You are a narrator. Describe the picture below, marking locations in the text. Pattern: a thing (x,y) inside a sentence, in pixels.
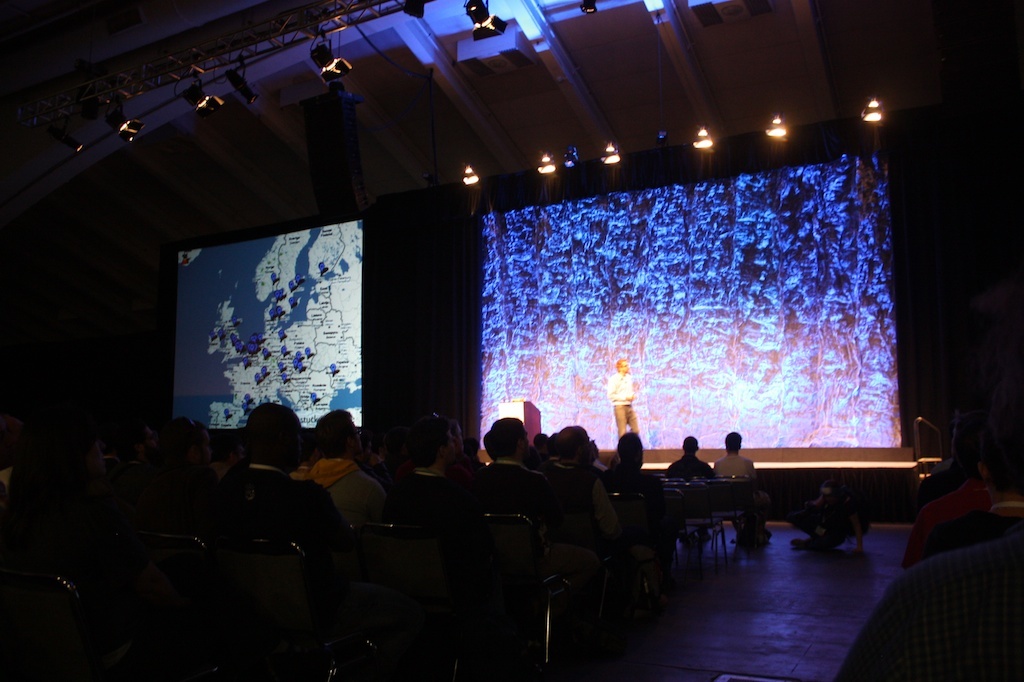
In the center of the image (618,391) there is a person (621,378) standing on the dais (650,471). At the bottom of the image (613,509) we can see persons (428,490), sitting on the chairs (303,617). In the background (657,268) we can see screens (240,291), lights (661,143) and wall (151,307).
